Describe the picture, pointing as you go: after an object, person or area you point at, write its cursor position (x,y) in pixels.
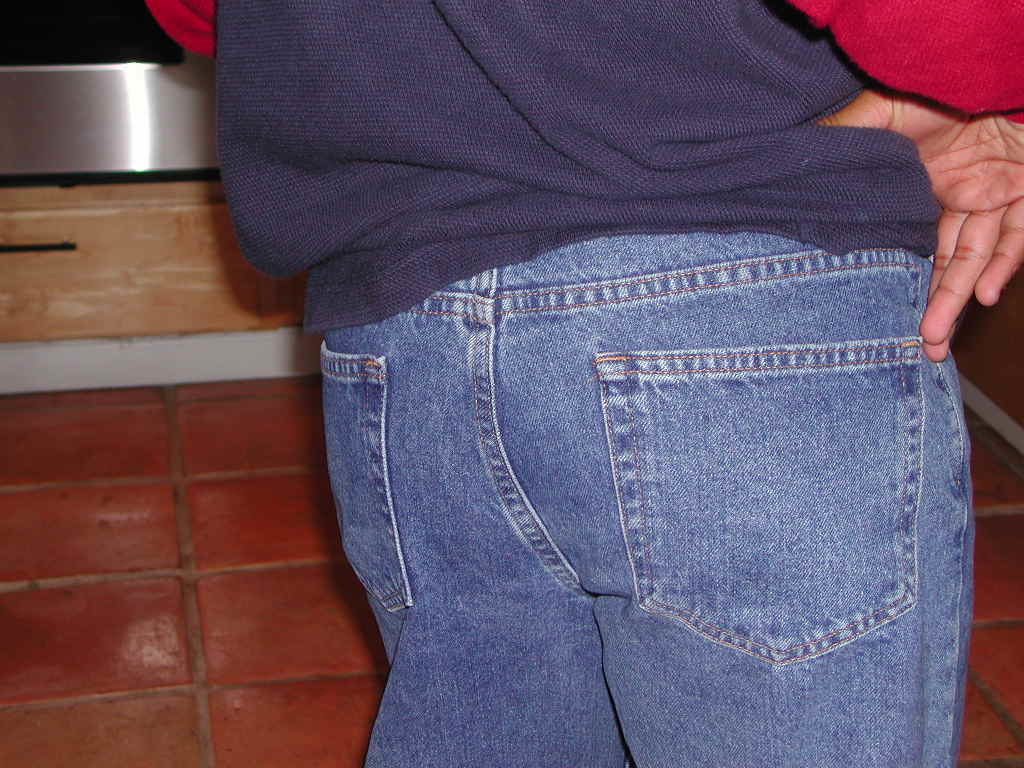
In this image I can see the person (500,76) wearing the purple, blue and red color dress (635,105). In the back (135,298) I can see the brown color surface (169,552).
